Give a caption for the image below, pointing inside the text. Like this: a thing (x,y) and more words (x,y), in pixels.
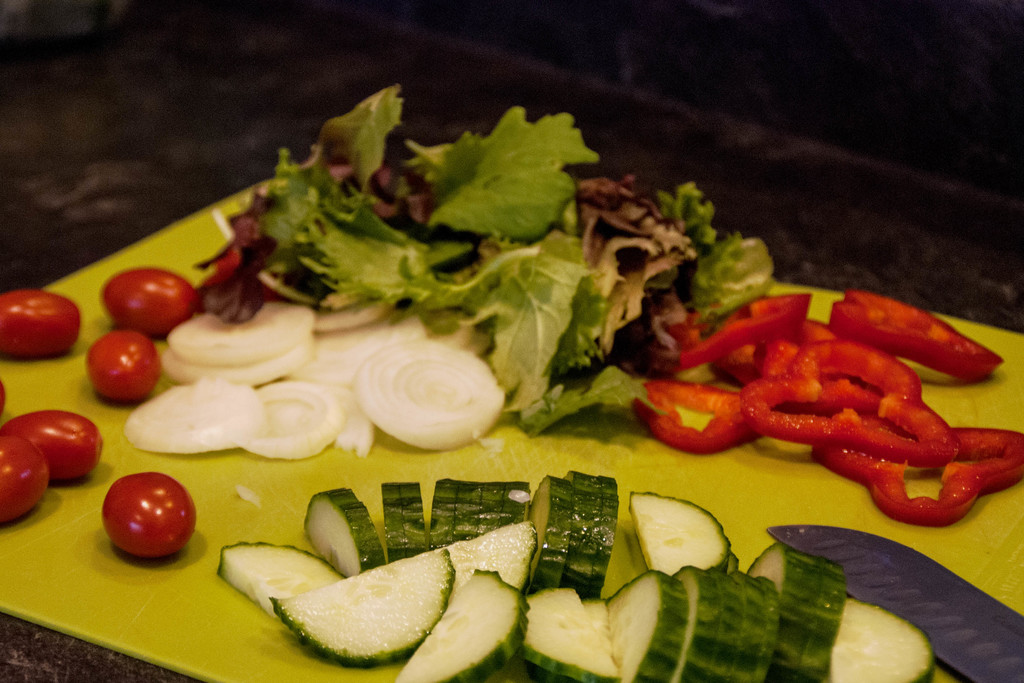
In this picture we can see green leaves (504,205) and other vegetables (724,391) cut into pieces (512,607) using a knife (822,529). They are kept on a green surface (217,576).
